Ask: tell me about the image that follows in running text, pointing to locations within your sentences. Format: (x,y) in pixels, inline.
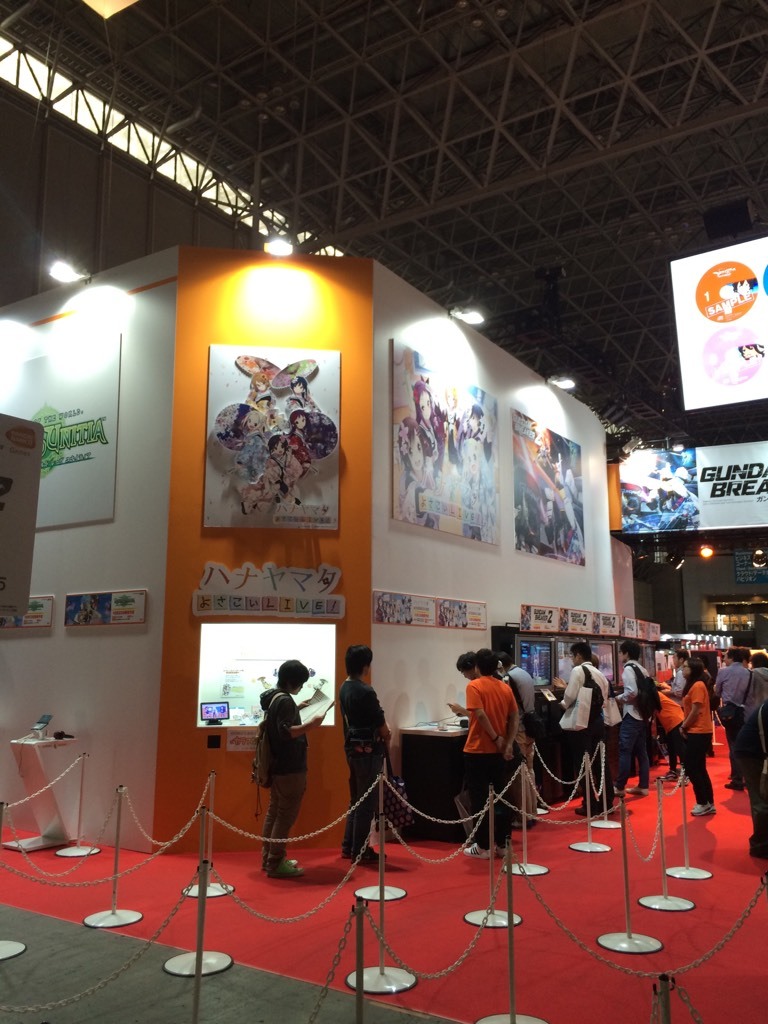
In the picture I can see people (499,813) are standing on a red color surface (584,878). Some of them are carrying bags (654,685). In the background (566,600) I can see boards (217,443), lights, wall (422,538), fence (365,892) and some other objects (557,707).
